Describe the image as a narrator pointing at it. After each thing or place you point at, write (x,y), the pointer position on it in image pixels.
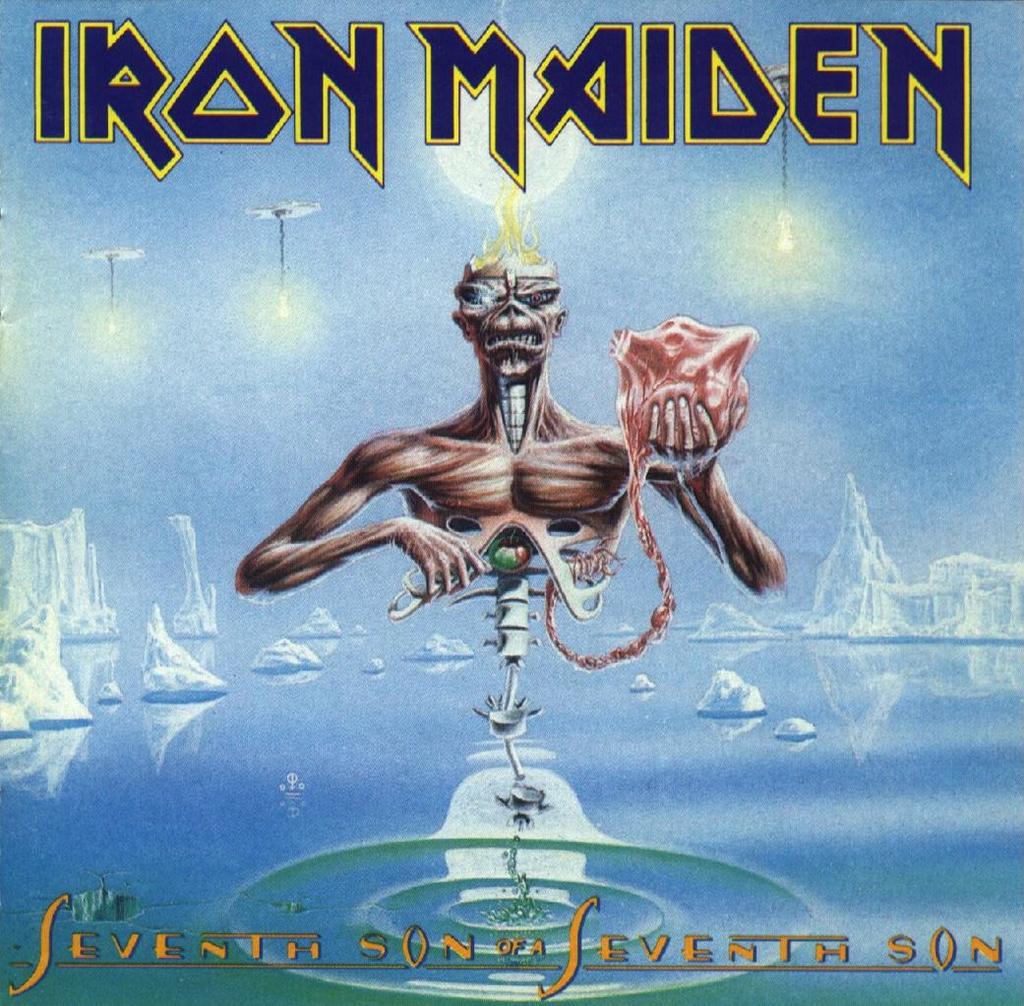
In this image we can see a poster (622,642) on which we can see some image (702,431), we can see icebergs (23,703) and some text (228,124) on the top (462,127) and bottom of the image (213,954).
